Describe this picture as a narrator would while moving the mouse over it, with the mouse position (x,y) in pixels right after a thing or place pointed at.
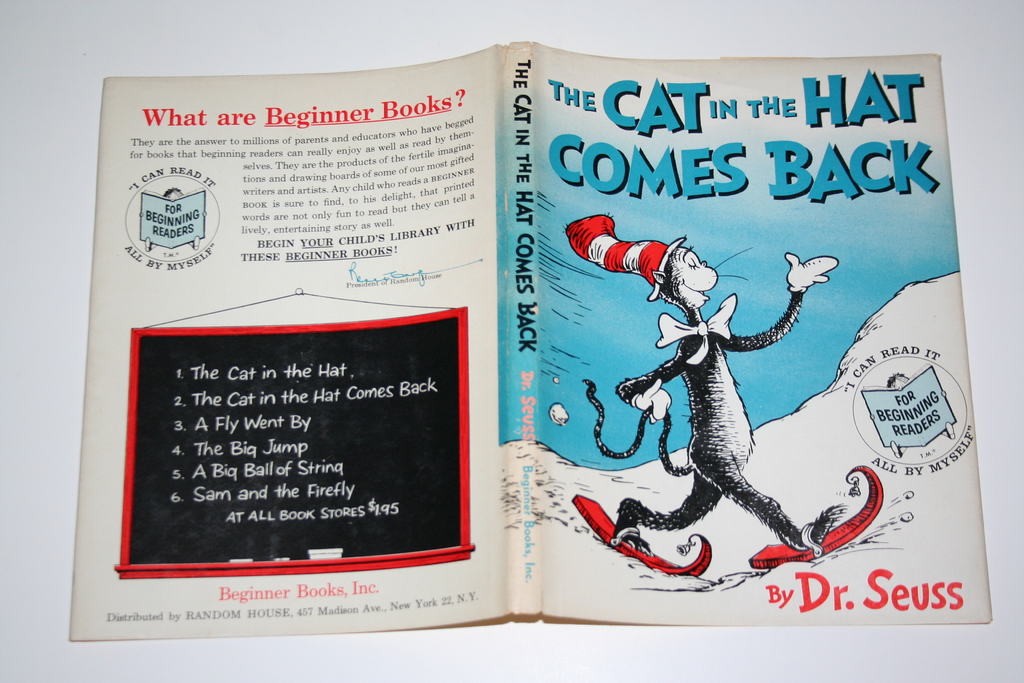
In this image I can see the book (602,613) on the white color surface (612,630). I can see something is written on the book (504,242).
